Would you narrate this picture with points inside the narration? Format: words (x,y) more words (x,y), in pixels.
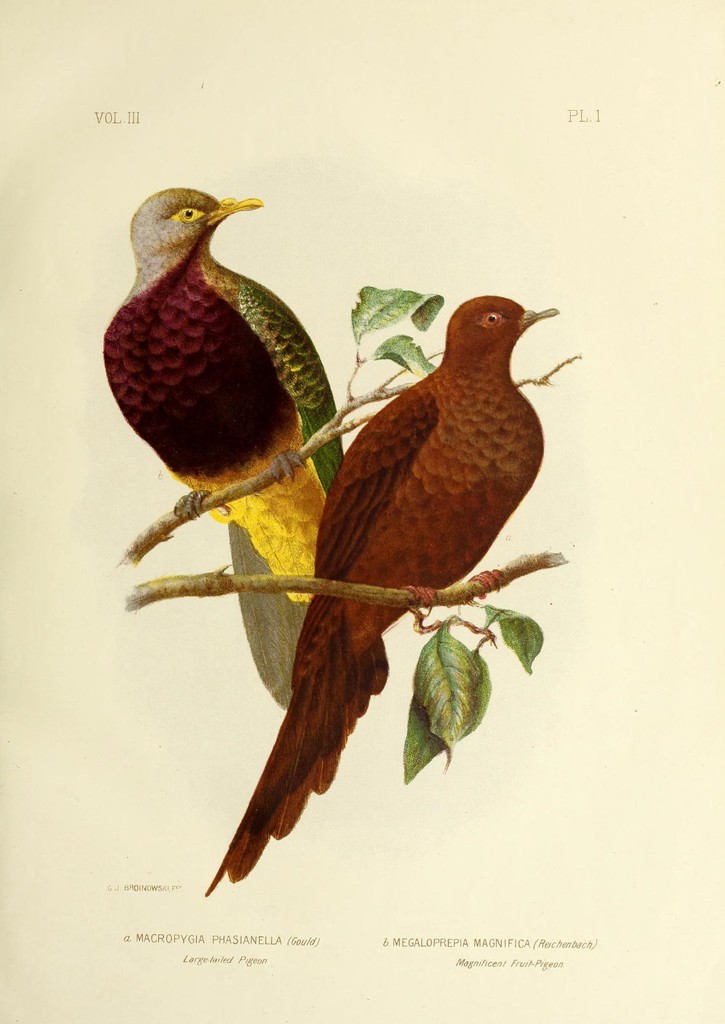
In this picture there is a poster (341,155). In that there are two birds (170,336) who are standing on the tree branch (476,628), beside them we can see the leaves (461,663). At the bottom (266,955) we can see the author's name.
